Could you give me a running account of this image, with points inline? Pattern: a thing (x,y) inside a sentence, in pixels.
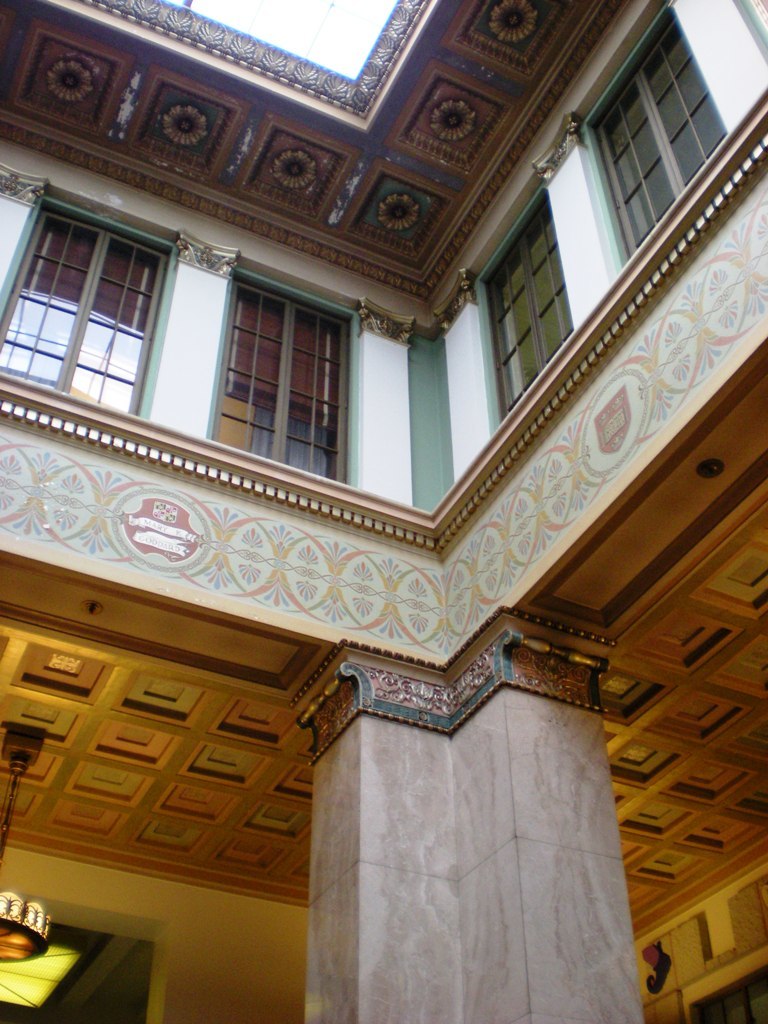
In this image we can see the windows (235,397) and a pillar (413,703) of a building (312,572).
